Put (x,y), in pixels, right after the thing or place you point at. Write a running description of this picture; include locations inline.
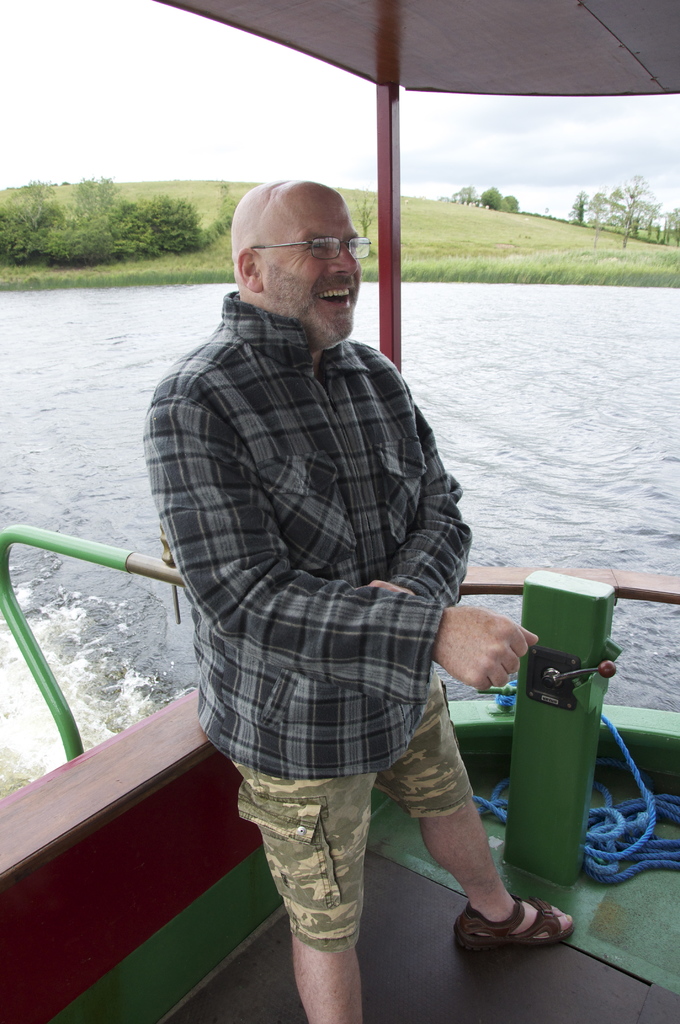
In this image in the center (378,571) there is a man (337,653) standing and smiling. In the background (465,352) there is water (491,352), there are plants (54,238), trees (494,203) and there's grass (467,230) on the ground (454,228).
